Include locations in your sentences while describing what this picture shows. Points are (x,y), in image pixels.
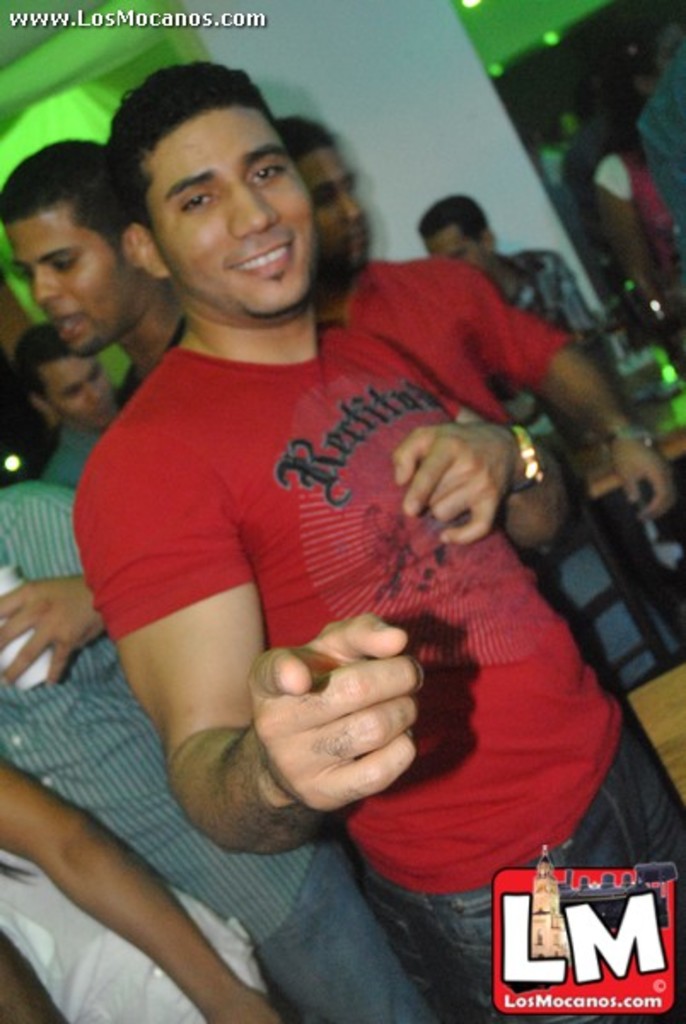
In this image there is a man (579,781) standing and smiling, and in the background (335,253) there are group of people (364,215) standing, there are watermarks (80,20) on the image.
